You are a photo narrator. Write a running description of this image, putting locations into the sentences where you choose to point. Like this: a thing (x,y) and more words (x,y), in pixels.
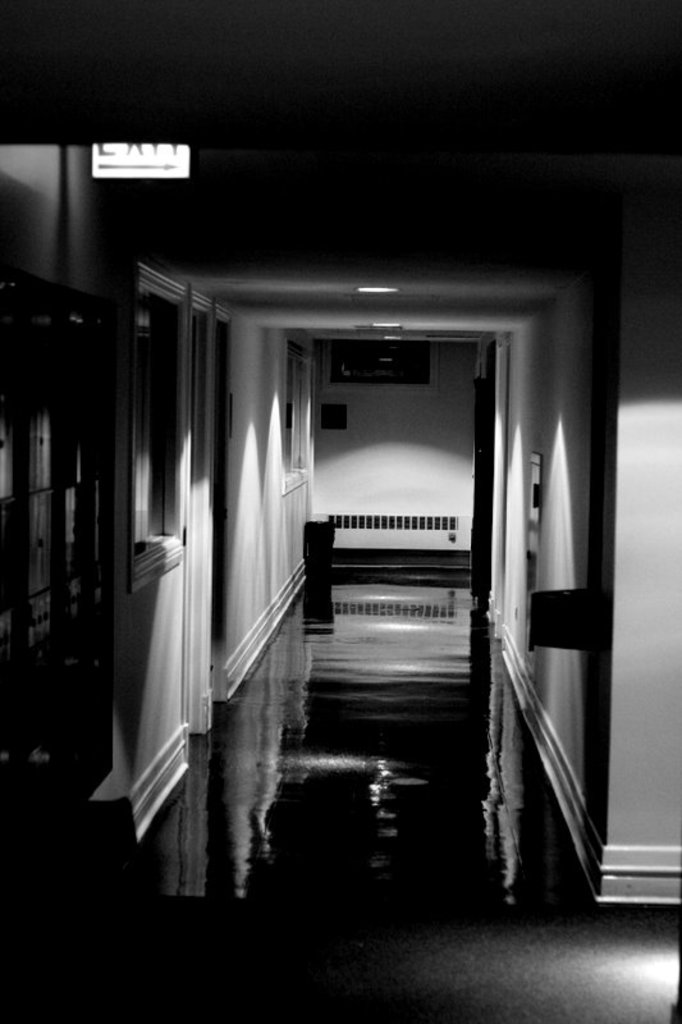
This is a black and white image and this image is taken from inside. On the right (564,329) and left side of the image (141,623) there is a wall (141,632). At the bottom of the image (359,740) there is a floor (335,583). At the top of the image (387,307) there is a ceiling (387,307). In the background (317,442) there is another wall (379,473).
